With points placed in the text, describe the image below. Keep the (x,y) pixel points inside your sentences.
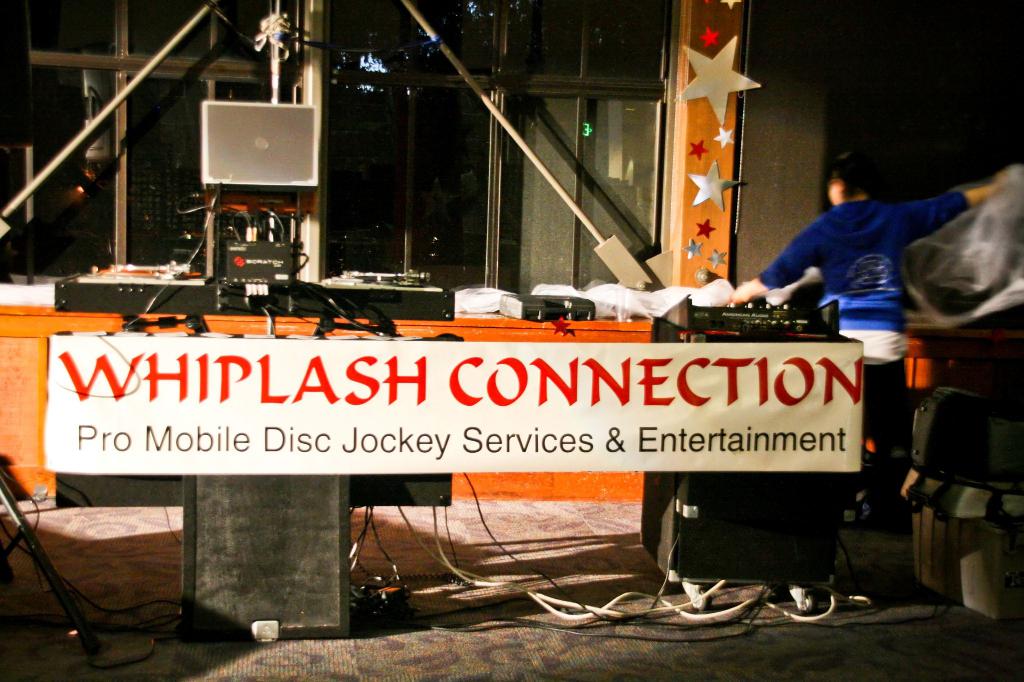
In this image we can see a person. Here we can see a board (565,399), rods (410,6), decorative items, devices (769,325), cables (452,536), bag (978,434), and objects (989,529).
